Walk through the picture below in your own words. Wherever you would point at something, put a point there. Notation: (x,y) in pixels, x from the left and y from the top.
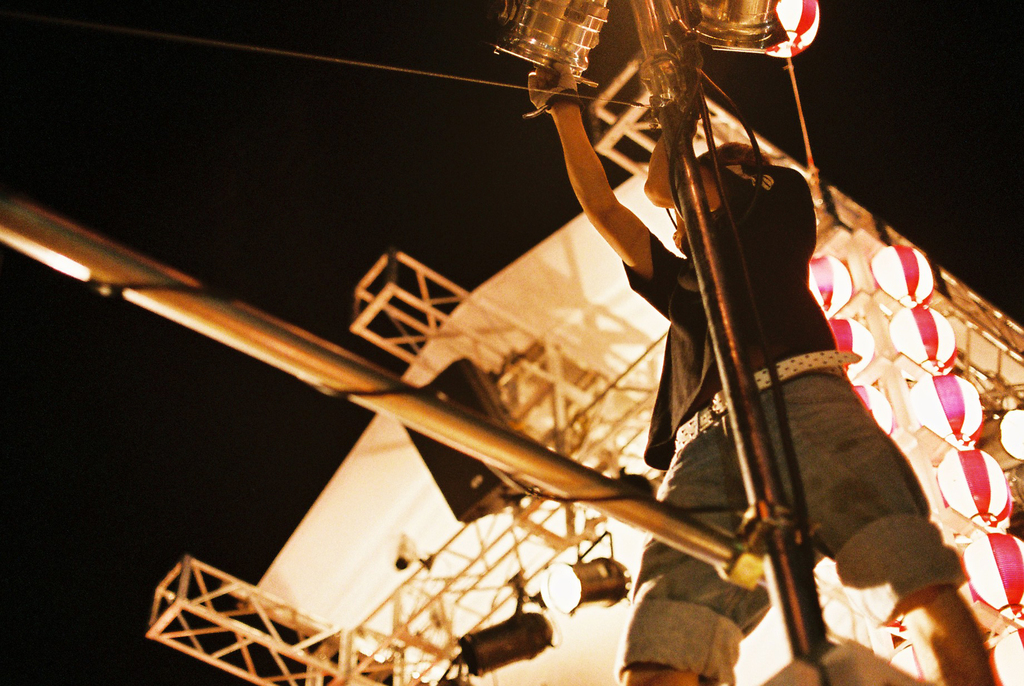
In this image I see a person (814,414) over here and I see the rods (691,546) and in the background (26,491) I see that it is dark over here and I see the colorful balls (882,271) and I see the shed (848,227) over here and I see lights (493,630) over here.
